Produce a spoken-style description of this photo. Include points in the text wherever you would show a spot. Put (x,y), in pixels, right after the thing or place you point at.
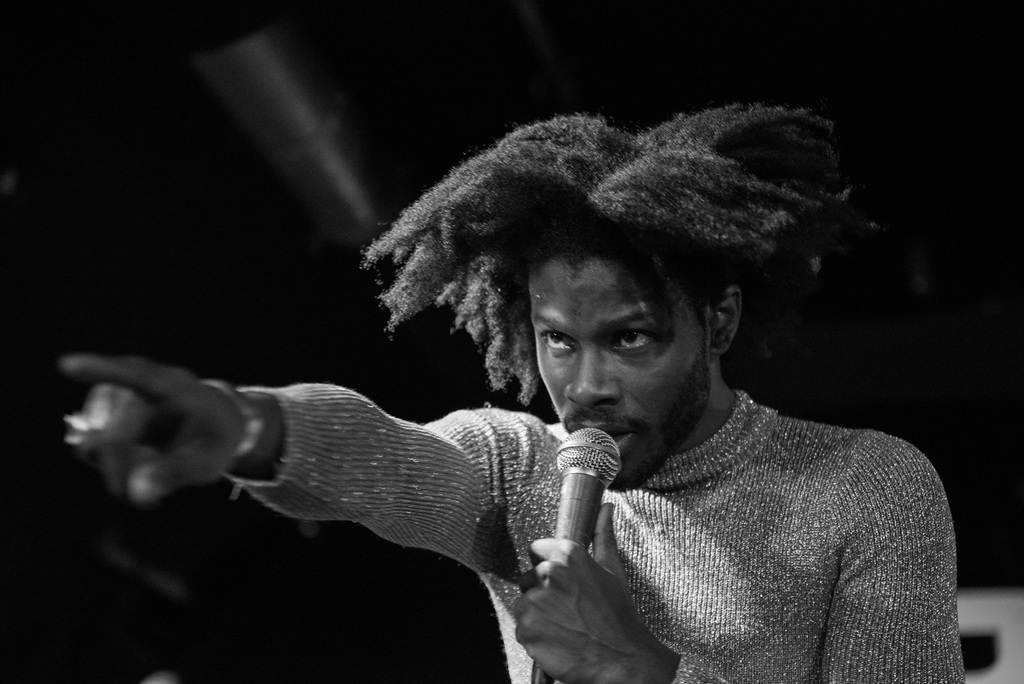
Here we see a man (675,680) standing and singing with the help of a microphone (613,439).
